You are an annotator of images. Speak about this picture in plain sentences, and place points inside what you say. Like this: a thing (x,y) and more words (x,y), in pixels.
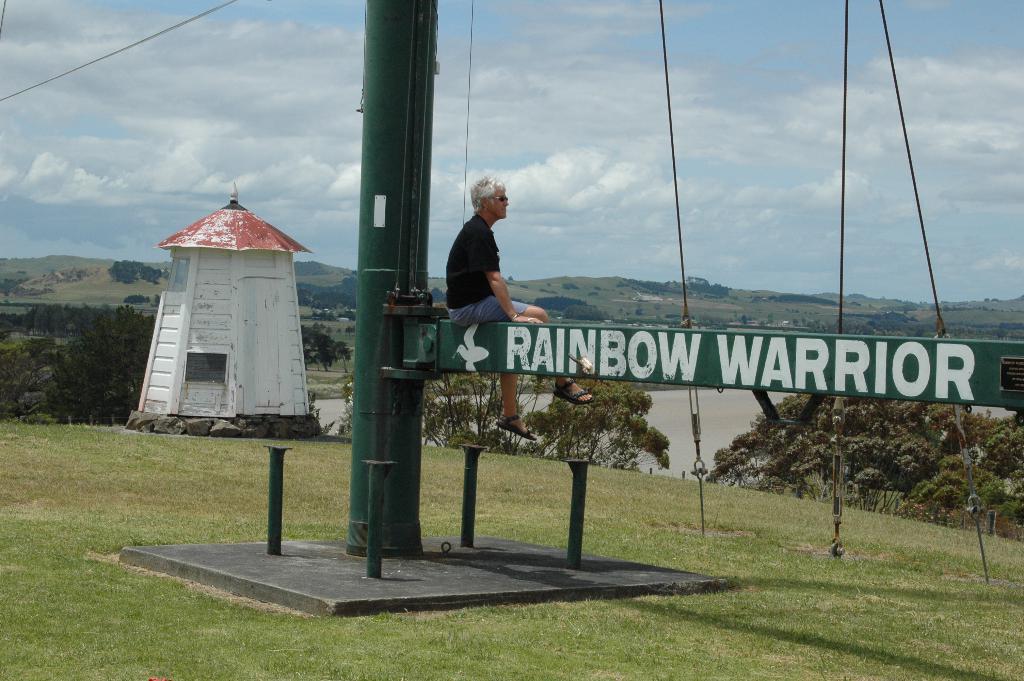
In this picture I can see the grass (240,666) in front (278,670) and on the grass (954,619) I see a pole (379,339) and I see something is written on it and I see a man (514,395) who is sitting on it and I see the wires (685,282) and in the middle of this picture (487,421) I see the trees (52,396) and a tower (228,334) on the left side of this image (241,327) and in the background (252,180) I see the sky (659,172).
